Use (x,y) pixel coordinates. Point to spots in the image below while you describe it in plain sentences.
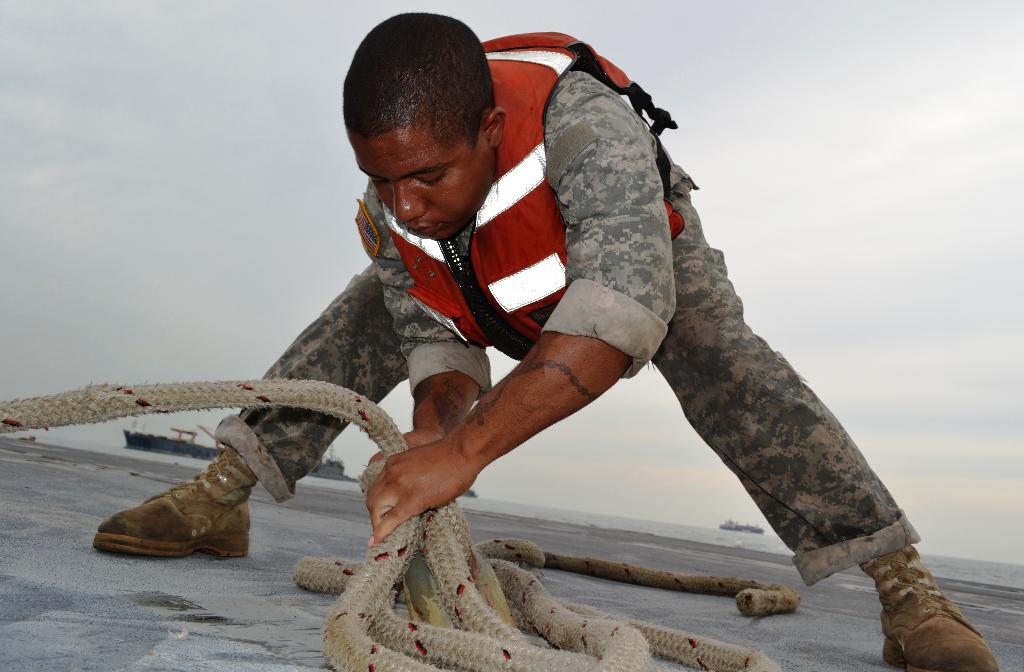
In the middle of the image (422,433) a person (463,450) is standing and holding a rope (392,428). Behind him there are some clouds (850,60) in the sky (962,154).
